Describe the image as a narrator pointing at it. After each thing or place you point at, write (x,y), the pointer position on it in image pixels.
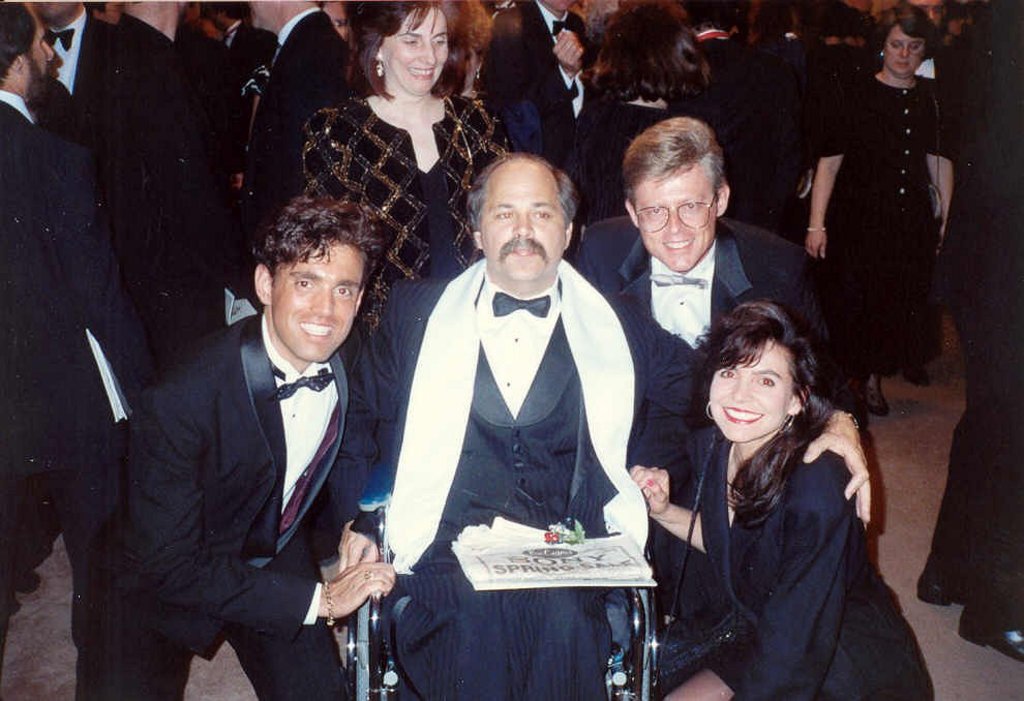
In this picture I can see 3 men (558,239) and 2 women (479,168) in front (436,333) and I see that except the man (510,447) in the middle (485,324), rest 4 of them are smiling. In the background (133,362) I see number of people (897,122).
